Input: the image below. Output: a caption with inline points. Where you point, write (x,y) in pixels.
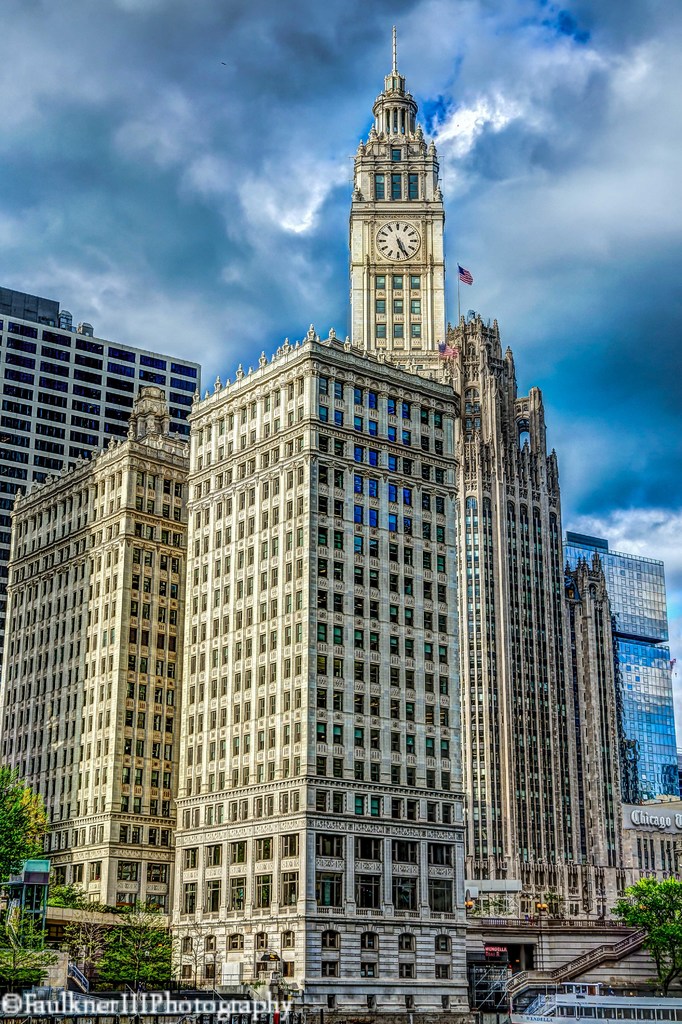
In this image we can see the buildings (453,681), clock tower (406,247) and also trees (654,927). In the background (300,136) there is sky (577,285) with the clouds (608,201) and in the bottom left corner (120,996) there is text (252,1003).
